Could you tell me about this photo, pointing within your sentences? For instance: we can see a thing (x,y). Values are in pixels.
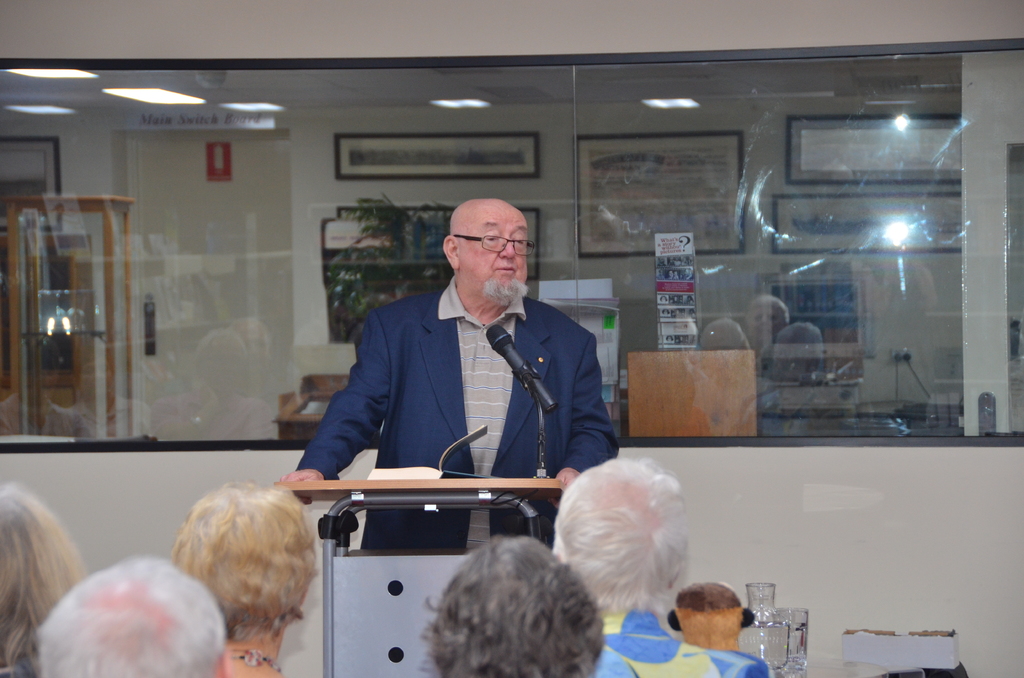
In this picture I can see there is a man (566,359) standing and speaking here and there is a water jar (770,638) and glasses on to right side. There is a wooden table (483,478) and a microphone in front of him. In the backdrop (832,651) there is a wall (424,42) and a glass window (315,260). There are few people (737,663) sitting here.
